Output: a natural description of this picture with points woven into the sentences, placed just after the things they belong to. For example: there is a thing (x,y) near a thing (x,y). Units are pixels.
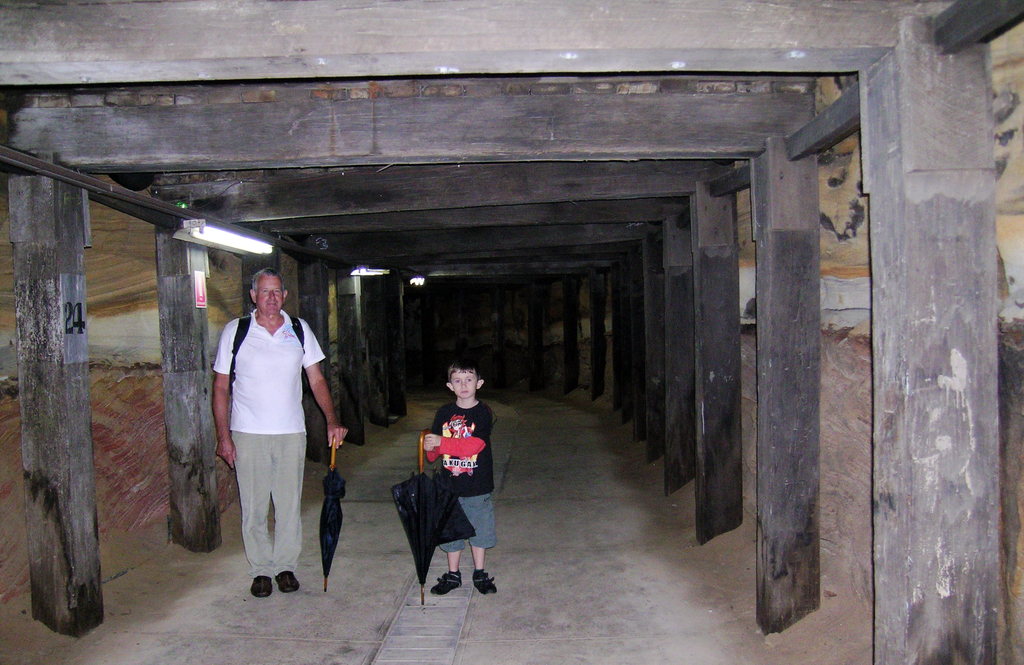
In this picture we can see man (289,337) carrying bag (239,336) and a boy (472,415). Both are holding umbrellas (325,498) in their hands (426,440) and standing over the path (505,496) besides to them are pillars (29,338) and a wooden top (393,161) and light (238,234).
